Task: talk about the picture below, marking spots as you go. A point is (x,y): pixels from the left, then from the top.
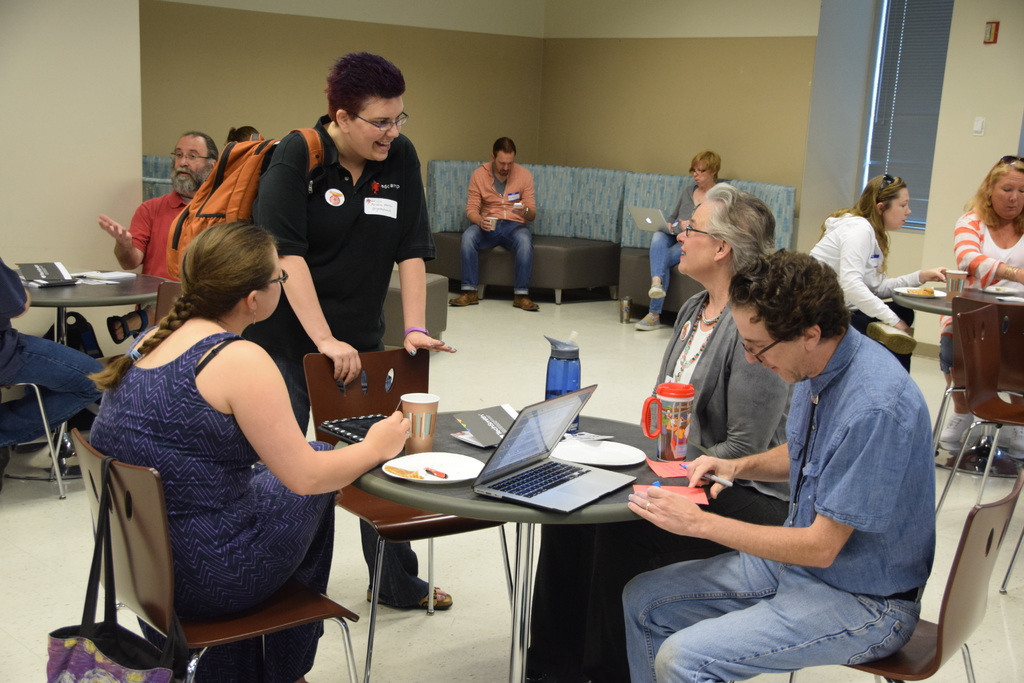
This is an image clicked inside the room (165,331). I can see few people (835,564) are sitting on the chairs (923,631) around the table (629,515). In the background (584,213) I can see a sofa (600,218) and there are two persons (530,193) are sitting on it. One person (683,219) is using laptop (653,219). At the back of it there is a wall (616,69). On the right (880,311) and left side of the image (145,298) there are two more tables (125,297) and few people (1004,252) are sitting around the table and speaking. In the middle of the image (358,250) there is a person (351,279) wearing black color t-shirt (340,241), standing and smiling. On the table (449,510) I can see laptop (528,478), plate (463,466), glass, bottle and one book (501,415).
